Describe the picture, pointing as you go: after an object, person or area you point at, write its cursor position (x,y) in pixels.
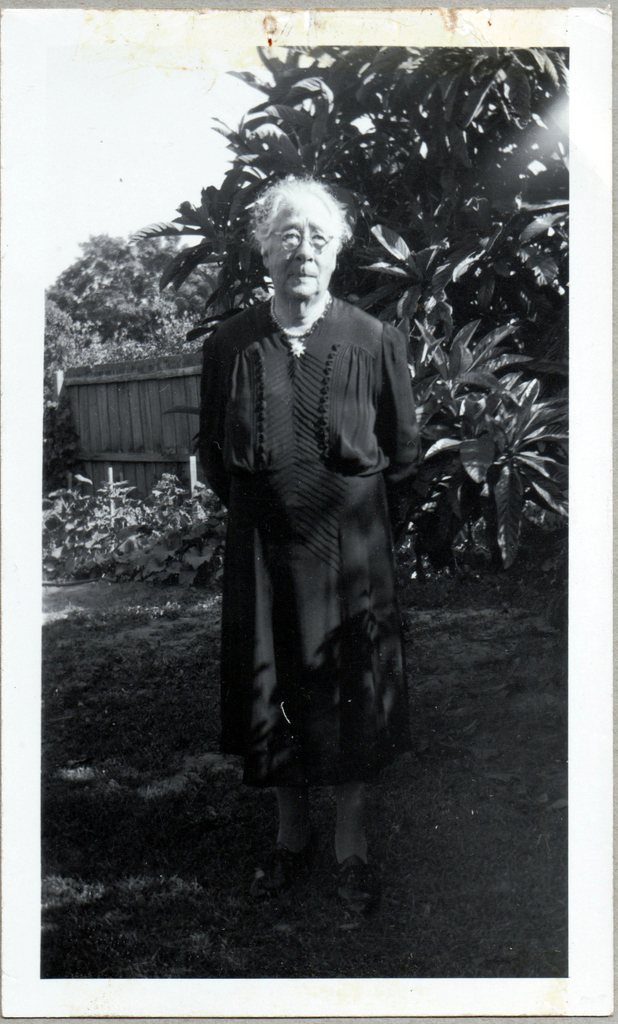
In this image I can see a woman (275,402) is standing. I can also see grass (131,809), wooden wall (197,479), plants (87,530) and few trees (506,121). I can also see this image is black and white in colour.
